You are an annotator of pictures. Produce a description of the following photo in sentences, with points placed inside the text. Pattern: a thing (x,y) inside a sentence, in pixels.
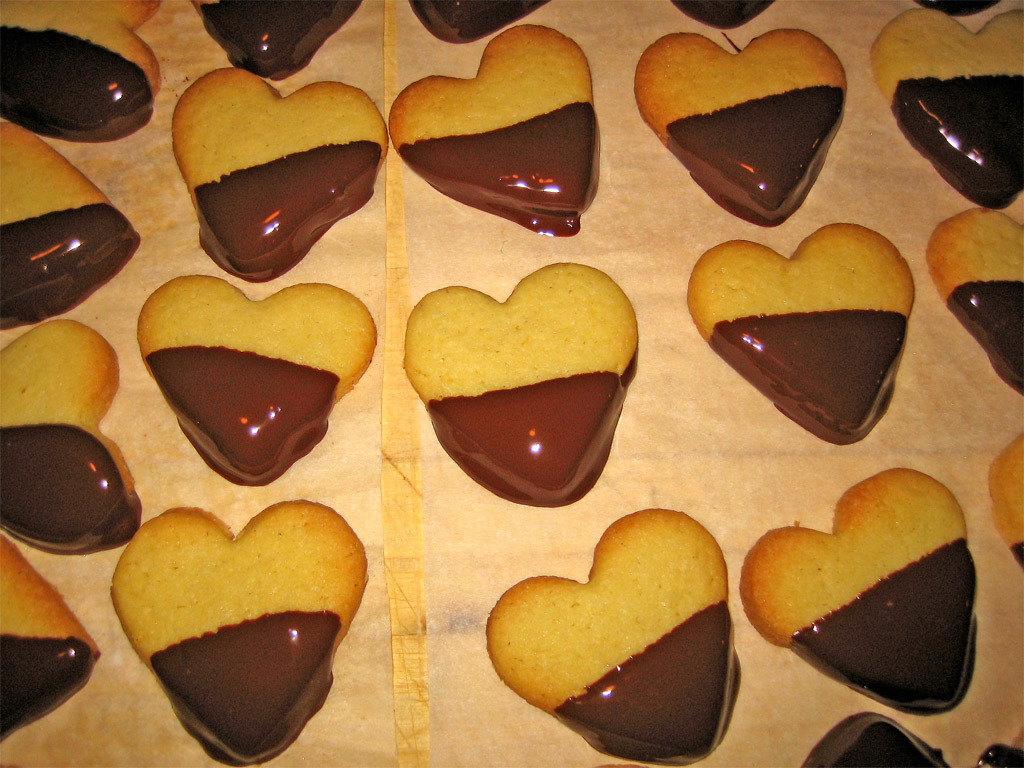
In this image I see cookies (689,751) which are of heart shaped and I see all of them are light brown in color and I see chocolate (891,671) on them.
